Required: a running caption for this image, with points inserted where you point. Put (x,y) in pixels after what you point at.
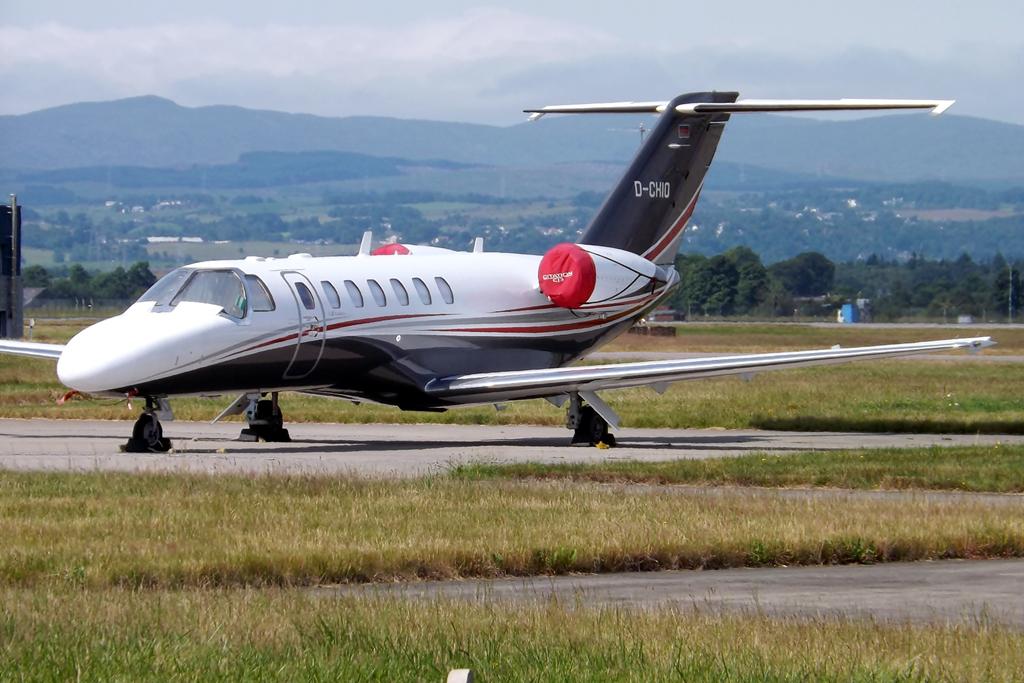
In the image there is an airplane (280,315) on the land (385,435) and around that airplane (504,274) there is a lot of grass (268,527) and in the background (542,126) there are mountains (776,148).
